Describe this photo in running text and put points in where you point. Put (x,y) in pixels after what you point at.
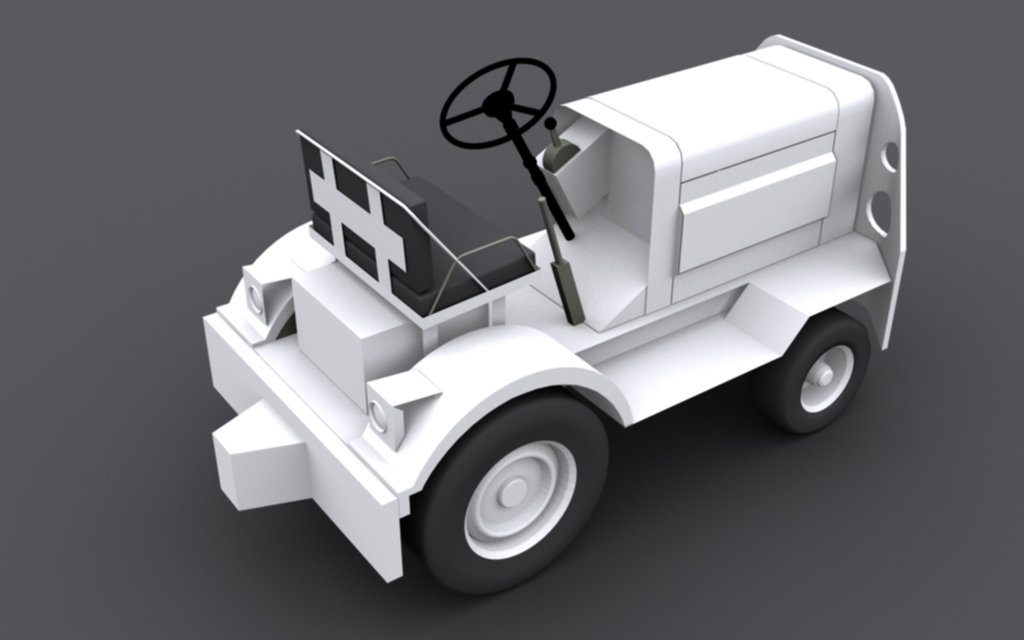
In this picture we can see a toy vehicle (815,427) with a steering wheel (514,62) and tires (781,367).
